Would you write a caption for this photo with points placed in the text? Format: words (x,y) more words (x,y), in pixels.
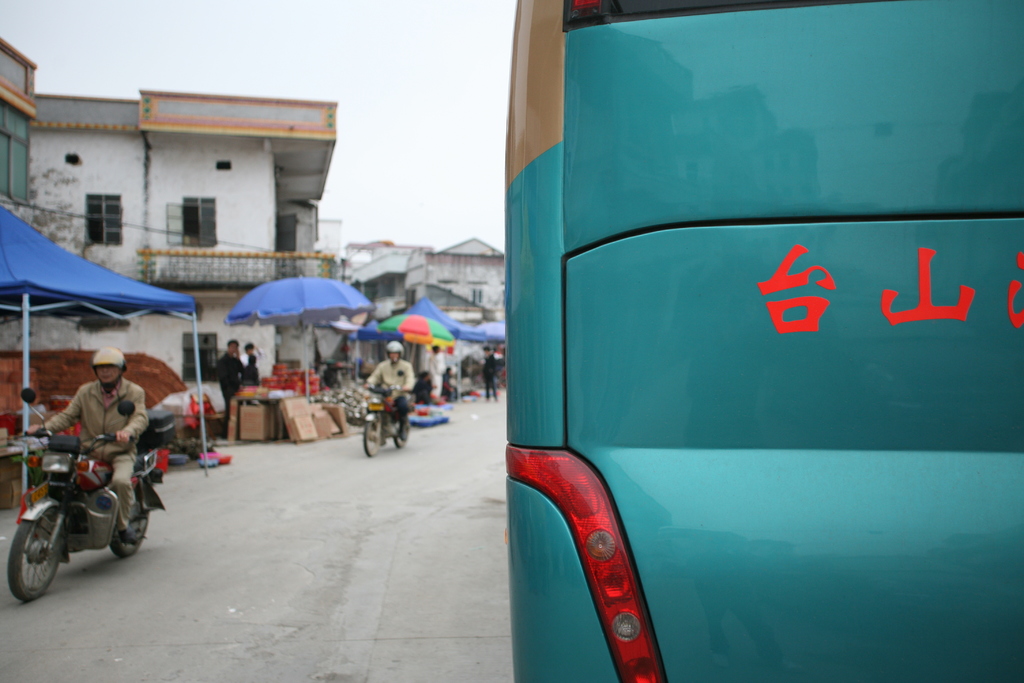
In this image I can see few people (131,392) are on their bikes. I can also see a vehicle (533,254), few shades (57,274) and few buildings (431,251).
